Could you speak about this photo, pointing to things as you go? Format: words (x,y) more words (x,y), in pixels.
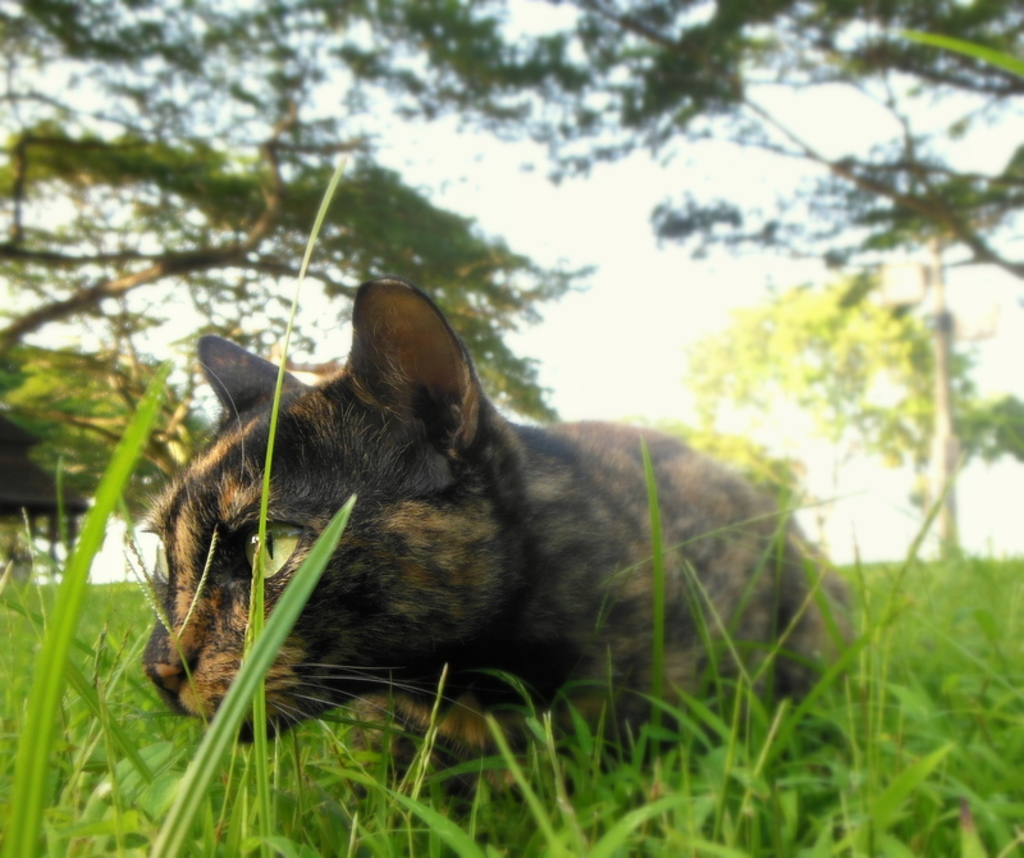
In this image in the foreground (441,628) there is one cat (293,566) and at the bottom (148,611) there is grass (972,712), and in the background (783,257) there are trees (756,374) and sky (796,414).
